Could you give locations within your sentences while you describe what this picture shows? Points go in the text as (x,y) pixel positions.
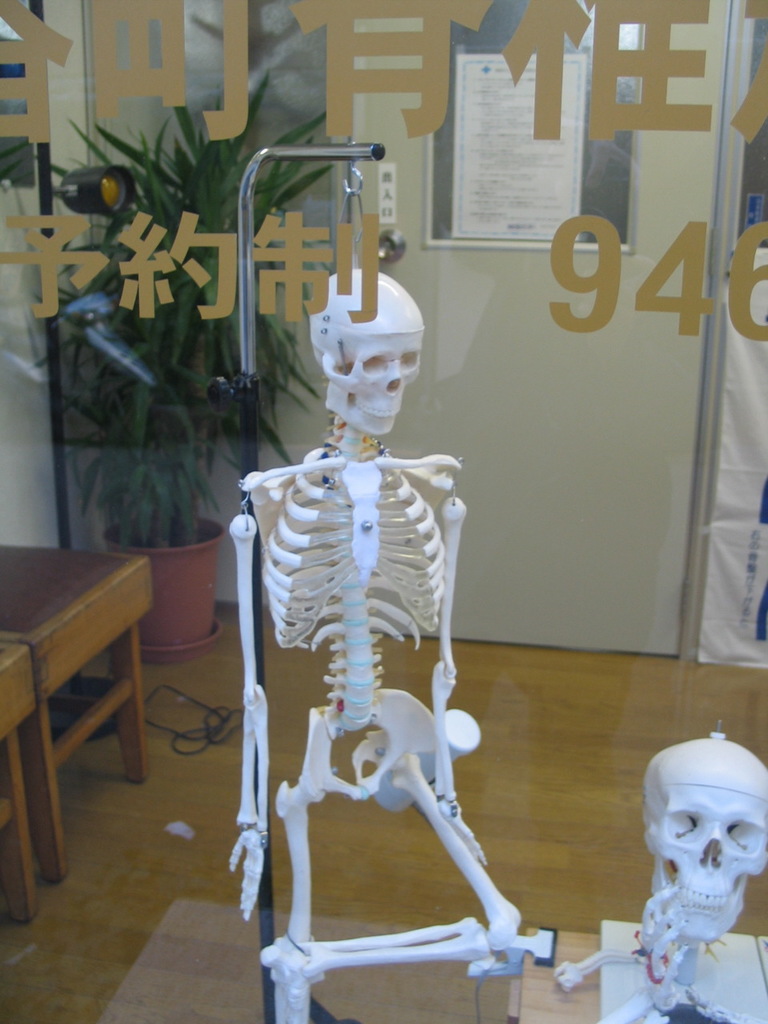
In this image, I can see a skeleton (369,382) hanging to a stand (246,386). At the bottom right side of the image (676,826), there is a skull (704,909) on an object (696,983). I can see a glass door (723,114) with letters (614,69) and numbers (600,302) on it. In the background (158,506), I can see a plant (169,497) in a flower pot (176,612) and a poster (477,204) attached to the door (471,454). On the left side of the image (40,673), It looks like a chair (81,663).
